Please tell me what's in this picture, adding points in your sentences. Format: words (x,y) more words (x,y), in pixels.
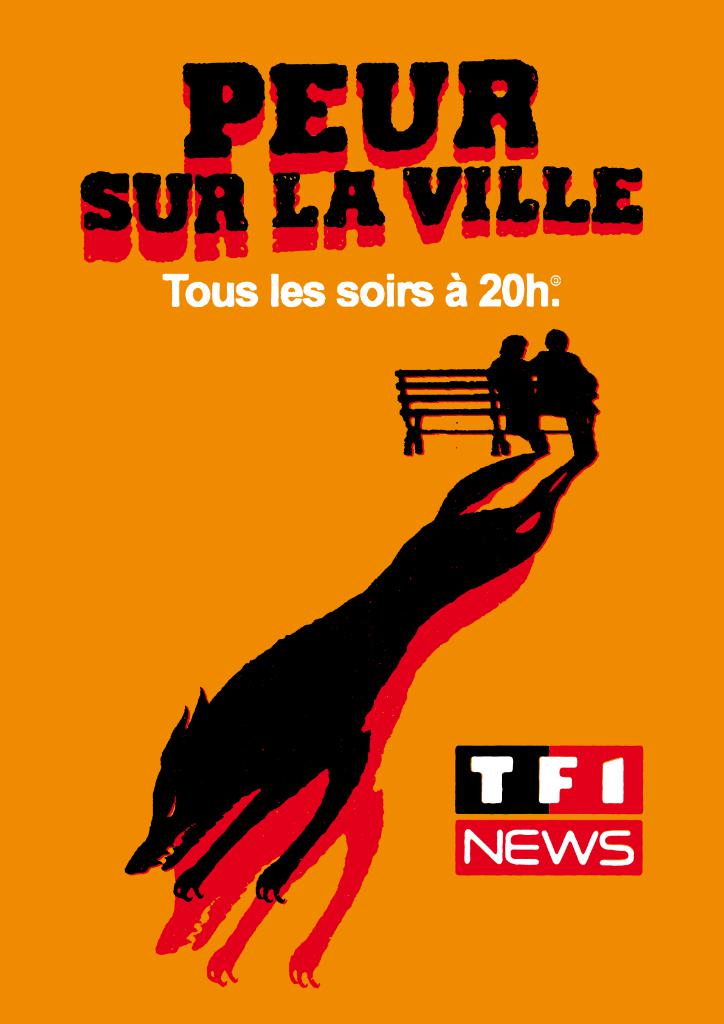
In this picture we can see a poster (408,413) and on the poster (467,403) there are two people (508,372) sitting on a bench (460,386).
